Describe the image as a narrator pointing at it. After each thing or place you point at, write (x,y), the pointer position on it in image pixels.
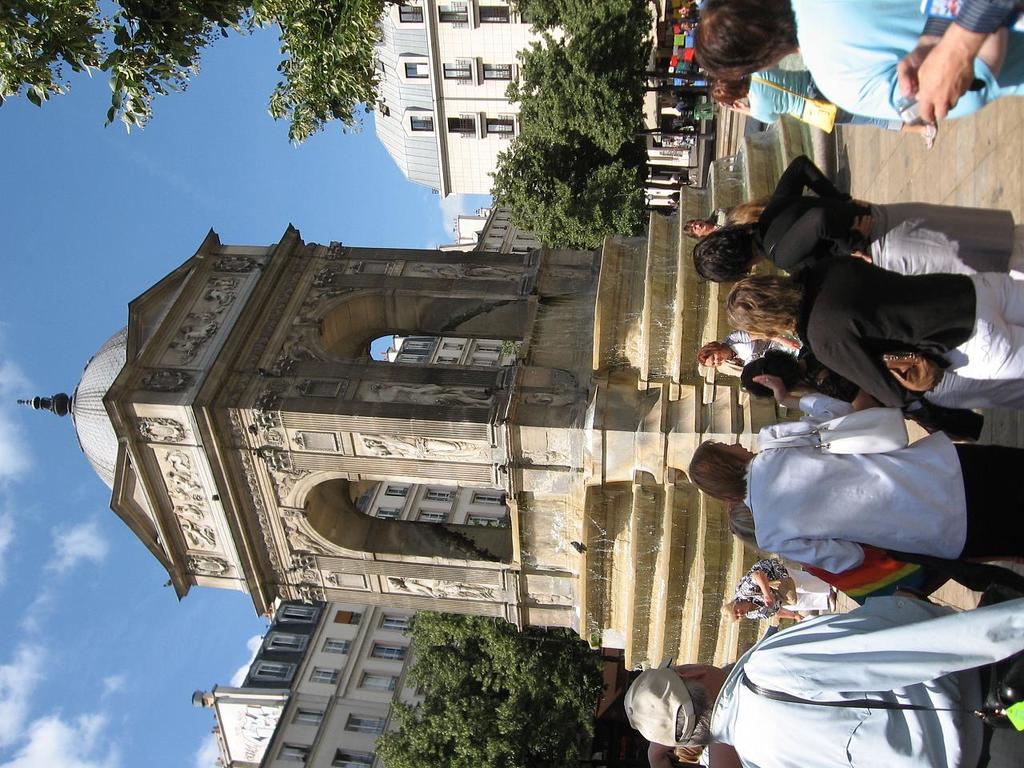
In this image I can see number of persons (873,601) are standing on the ground (915,432) and a structure (579,401) which is cream, black and ash in color and some water (640,506) flowing through it. In the background (608,34) I can see few trees (577,29), few buildings (495,113) and the sky (108,624).
